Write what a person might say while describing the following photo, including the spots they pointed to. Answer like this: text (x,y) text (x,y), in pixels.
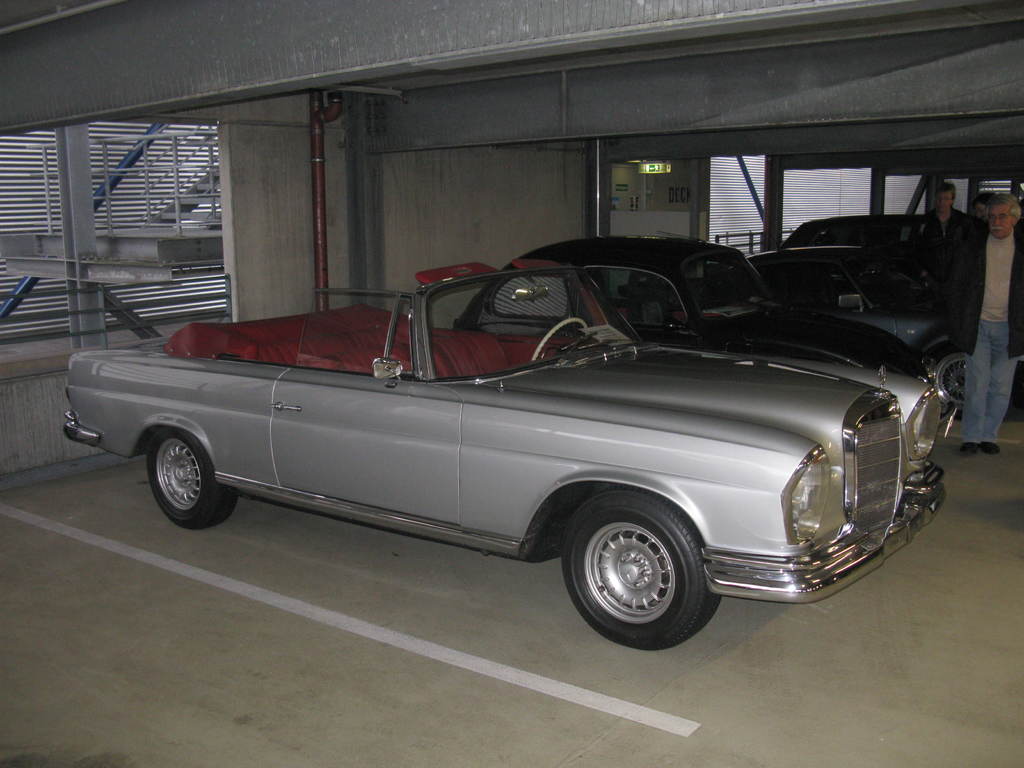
In this picture I see the cars (494,360) in front (614,296) and I see few people (976,261) and I see the path (242,760). In the background (235,291) I see the wall (249,291) and I see the bars (125,212) on the left top of this image (136,231).
